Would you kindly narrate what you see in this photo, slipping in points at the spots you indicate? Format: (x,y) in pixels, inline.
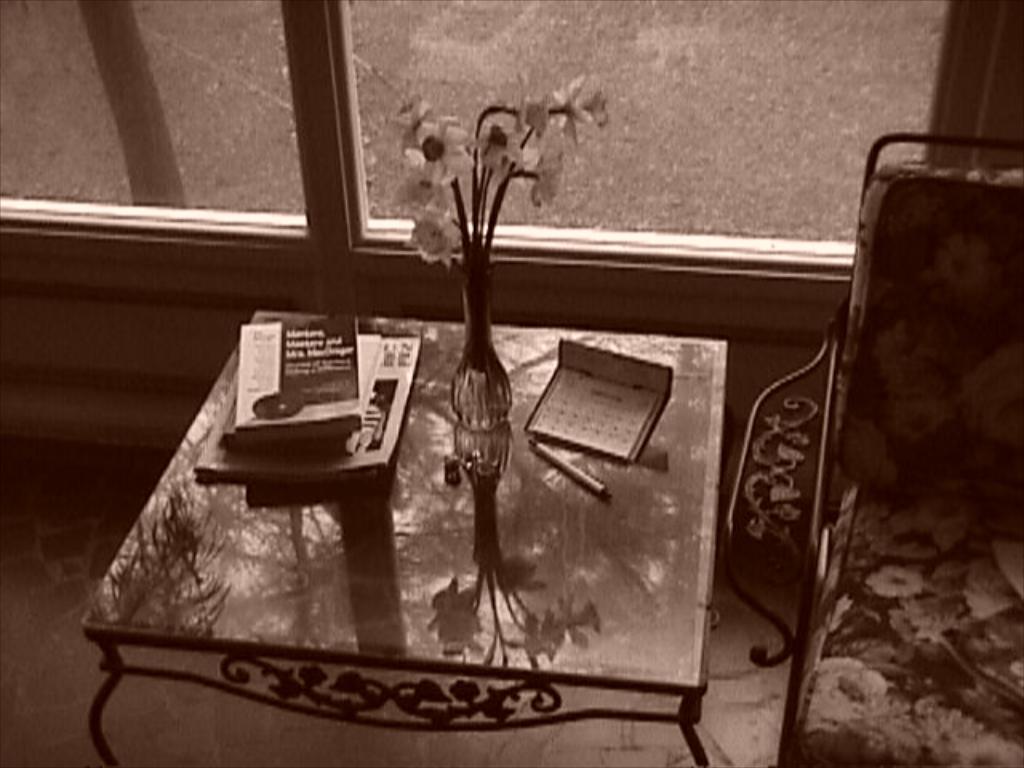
In this image we can see table (659,645) on which a flower vase (475,359), group of books (296,435) and a pen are placed. To the right side (919,595) we can see a chair (774,423) and in the background (57,81) we can see a window (416,27).
